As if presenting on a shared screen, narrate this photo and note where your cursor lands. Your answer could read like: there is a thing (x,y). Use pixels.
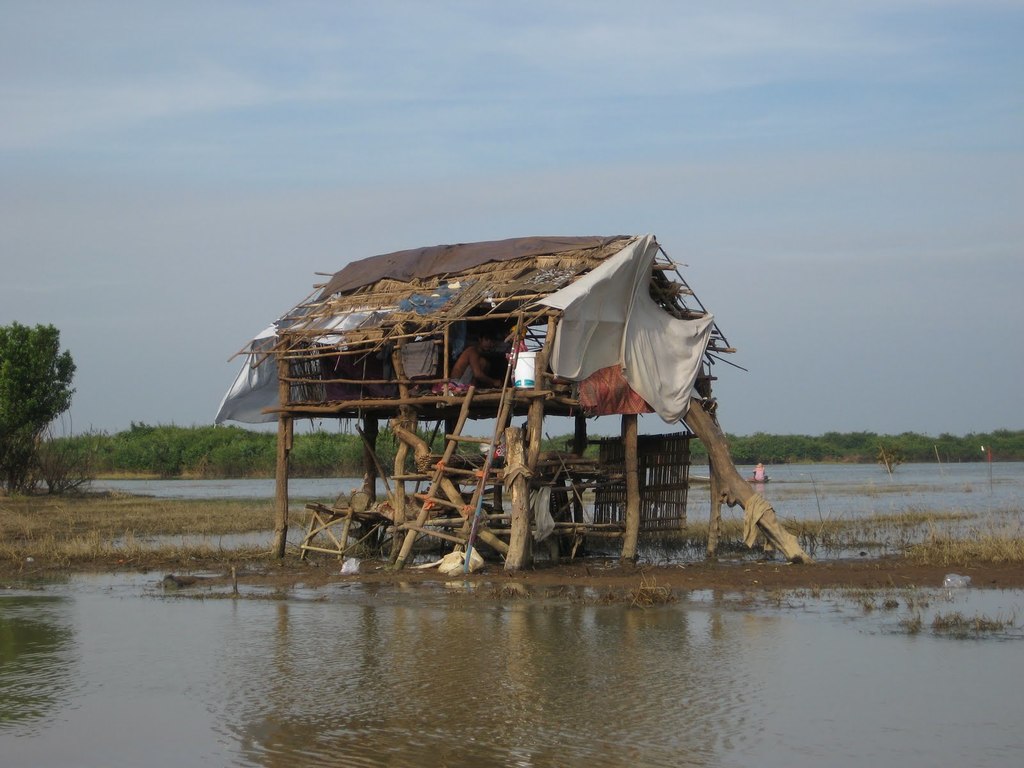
In this image I can see water (910,716) and a shack (495,465). I can also see a person (473,359) over there. In the background (160,441) I can see number of trees (25,482) and the sky (331,200).
